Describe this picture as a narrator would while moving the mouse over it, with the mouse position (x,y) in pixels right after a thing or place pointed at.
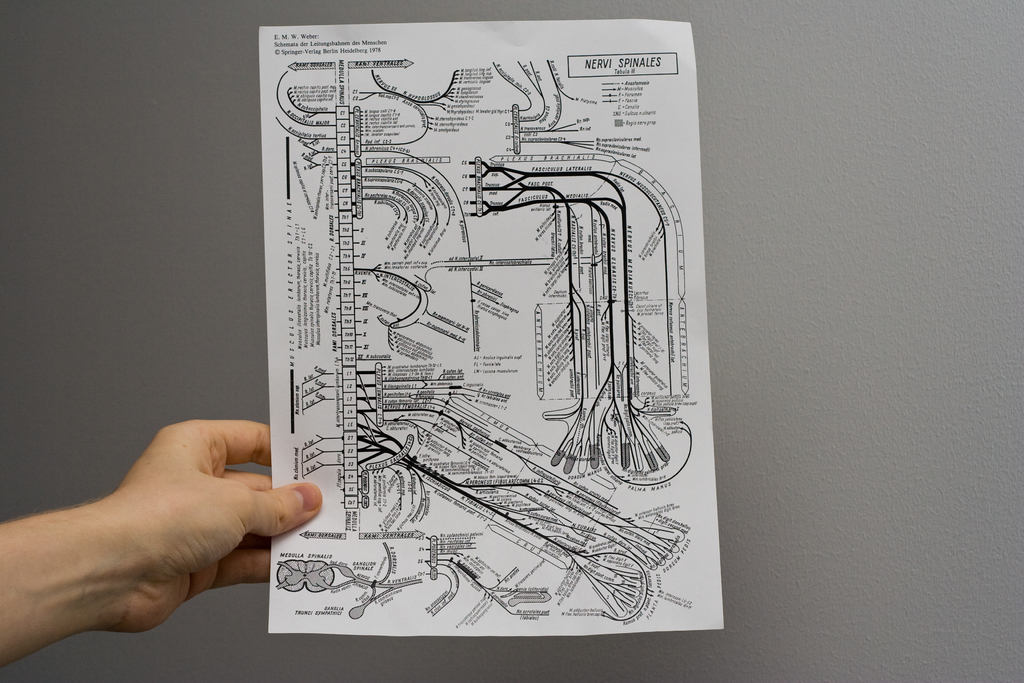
In this picture we can see a person (275,490) is holding a paper (438,458).
